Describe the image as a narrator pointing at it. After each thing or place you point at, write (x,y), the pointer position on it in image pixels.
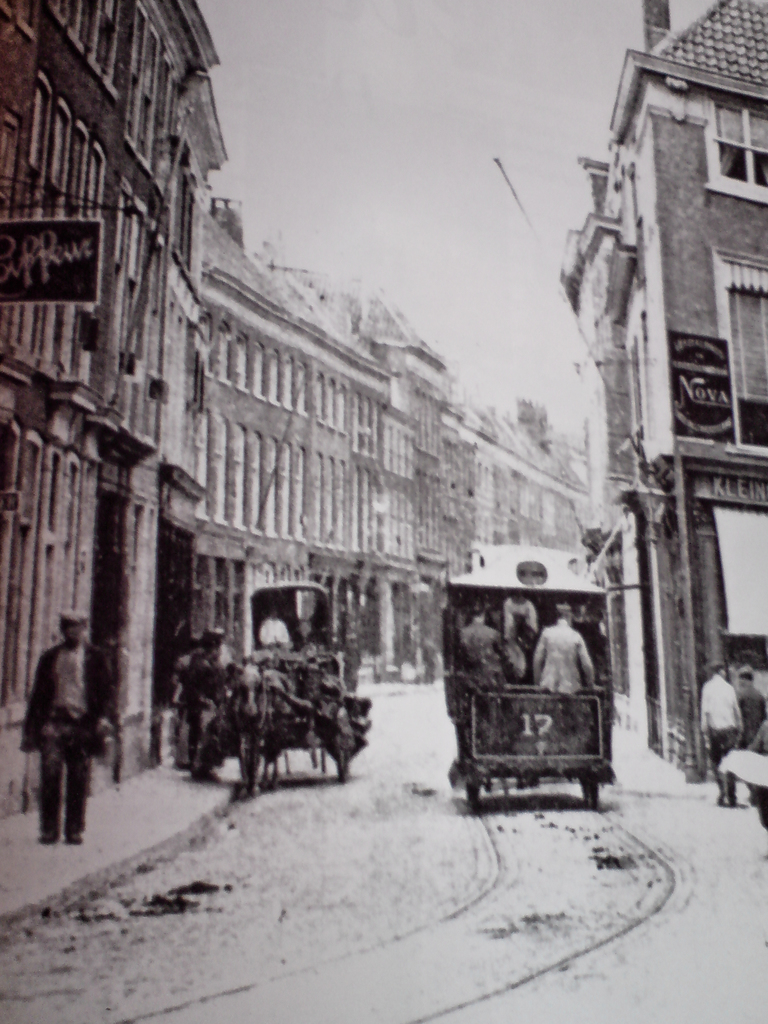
This is a black and white picture. Here we can see people (568,664), carts (572,708), boards (714,430), road (266,905), and buildings (457,512). In the background (510,144) there is sky (510,144).
